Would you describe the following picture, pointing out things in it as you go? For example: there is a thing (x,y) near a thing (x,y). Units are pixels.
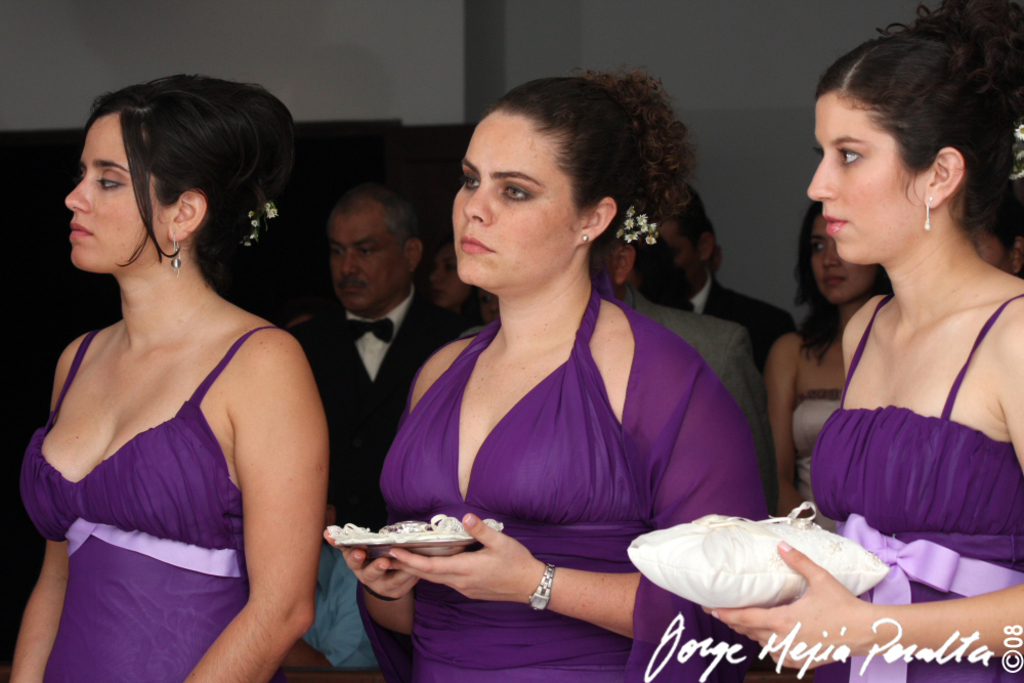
There are group of people (393,387) standing. Two women (547,471) are holding objects (427,546) in their hands (530,568). This is the wall (764,21). I can see the watermark (779,641) on the image.
